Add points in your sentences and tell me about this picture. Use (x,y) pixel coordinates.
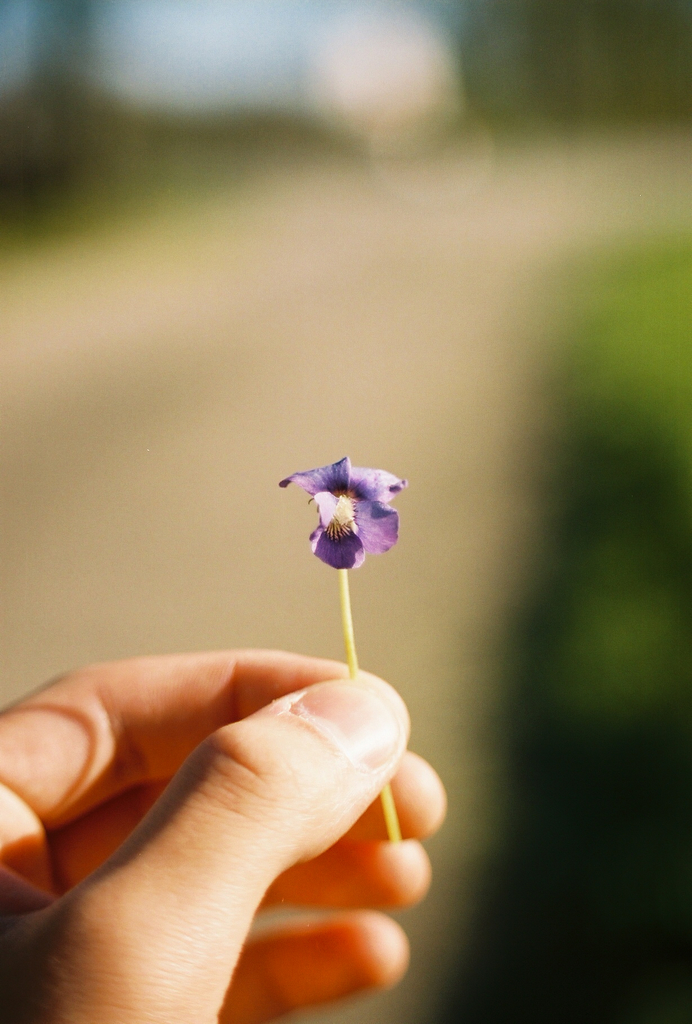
In the picture there is a hand (158,806) holding a small flower (361,532) and the background of the flower (346,514) is beige and green.
